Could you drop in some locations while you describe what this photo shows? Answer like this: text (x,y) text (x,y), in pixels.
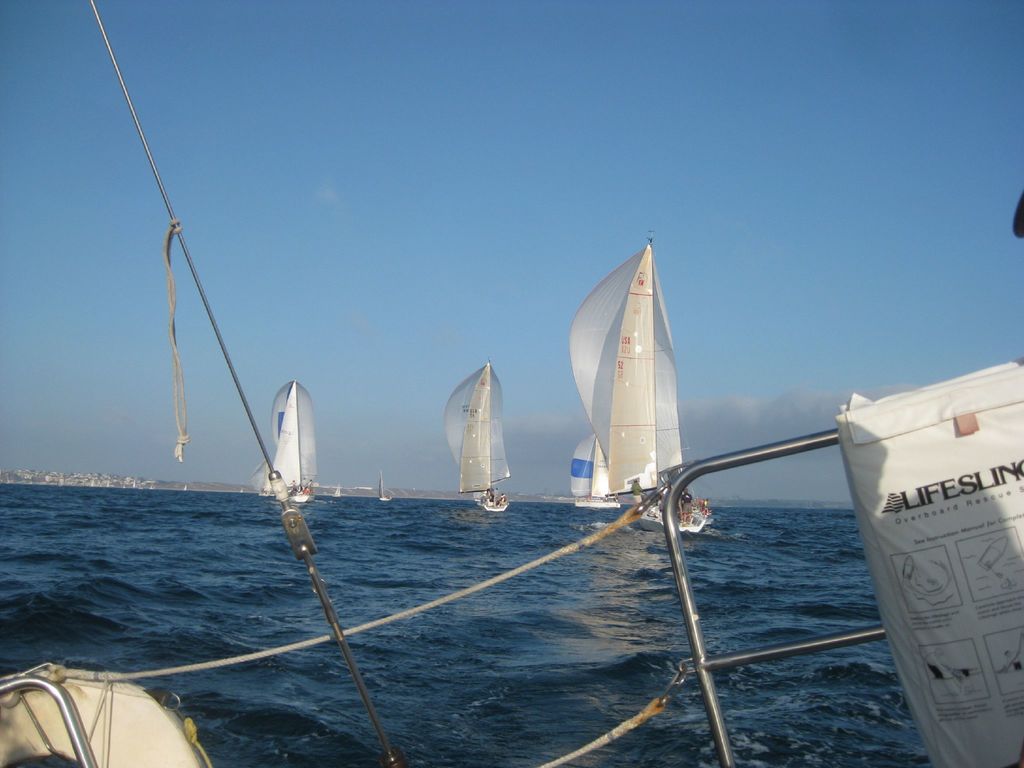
In the center of the image (464,443) there are ships (260,465). There is water (553,605).
